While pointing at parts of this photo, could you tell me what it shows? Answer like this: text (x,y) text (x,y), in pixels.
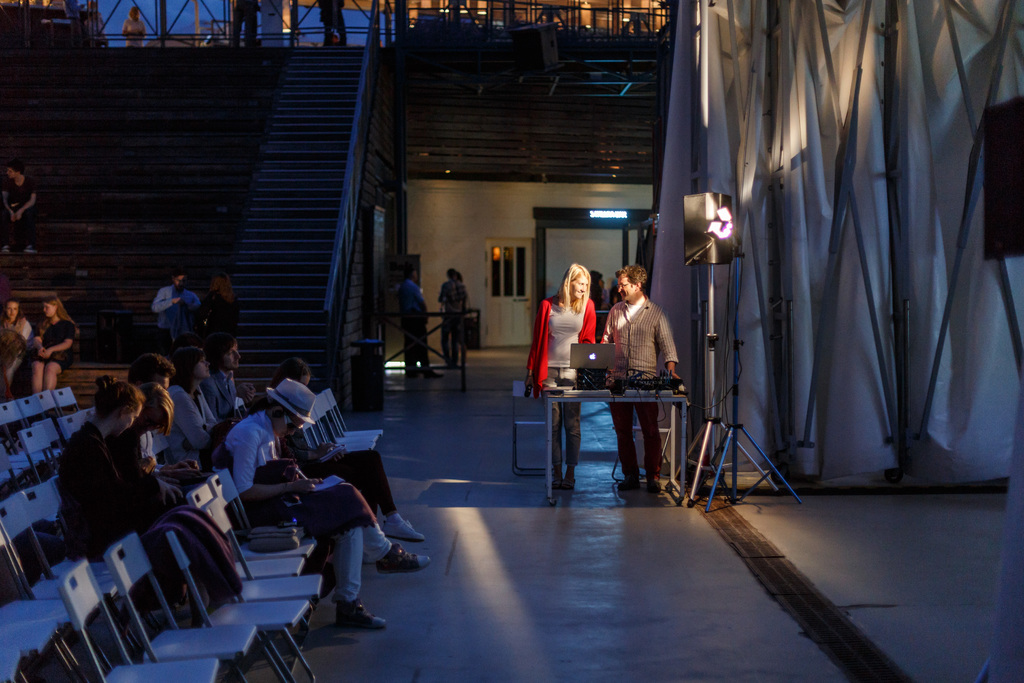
In this picture we can see a group of people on the ground (504,566), some people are standing, some people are sitting on chairs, here we can see a table (547,493), laptop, speaker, curtain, wall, steps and some objects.
